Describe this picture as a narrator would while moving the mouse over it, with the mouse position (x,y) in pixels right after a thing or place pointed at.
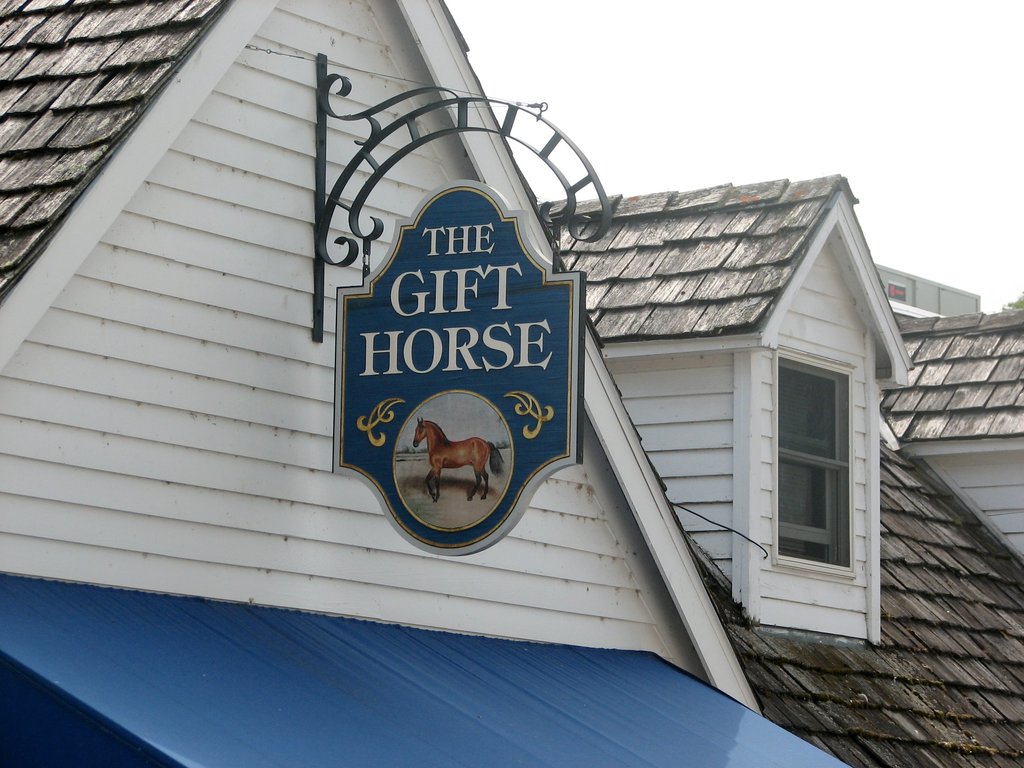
In this picture we can see roof top (866,688) of the house (735,511), there is a board (452,472) where, we can see a horse picture (457,455) on the board (467,464), there is the sky (780,77) at the top of the picture (783,57).
